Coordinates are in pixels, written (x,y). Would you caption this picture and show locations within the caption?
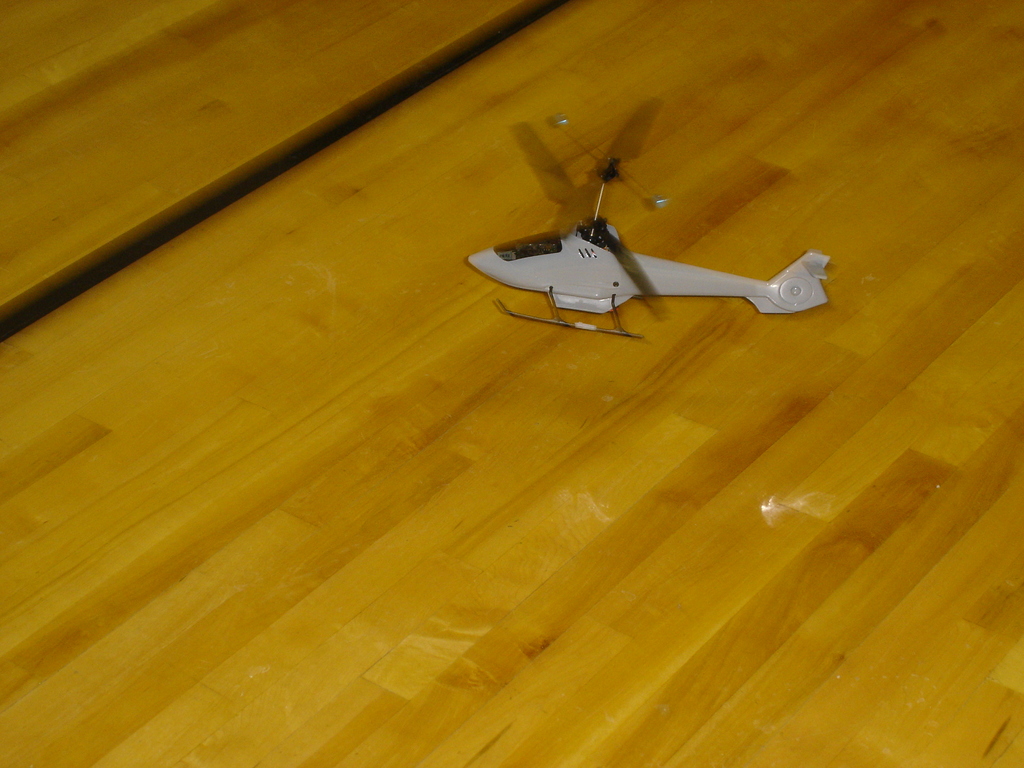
In this image we can see helicopter (522,266) on the table (443,388).
